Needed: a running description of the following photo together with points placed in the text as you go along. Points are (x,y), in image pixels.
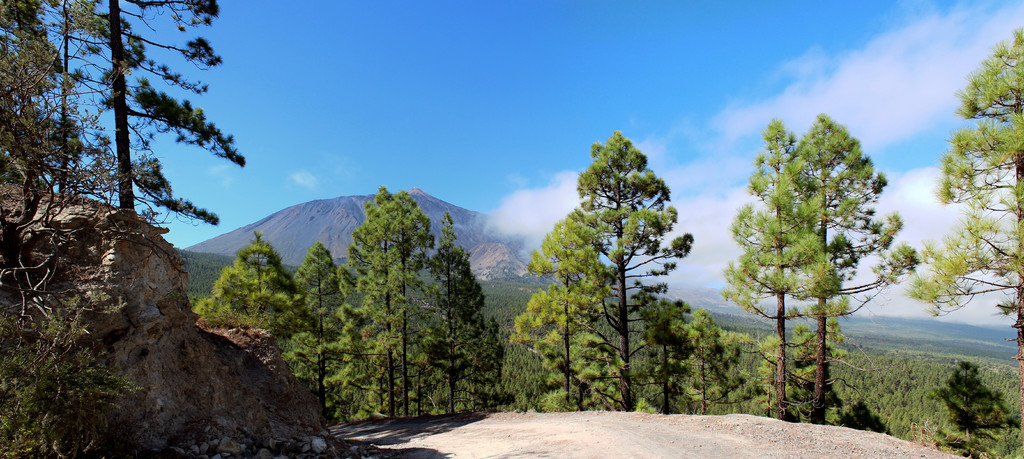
In this image we can see some trees (654,323), rocks (233,441), mud (591,432), also we can see mountains (490,239), and the cloudy sky (668,106).
